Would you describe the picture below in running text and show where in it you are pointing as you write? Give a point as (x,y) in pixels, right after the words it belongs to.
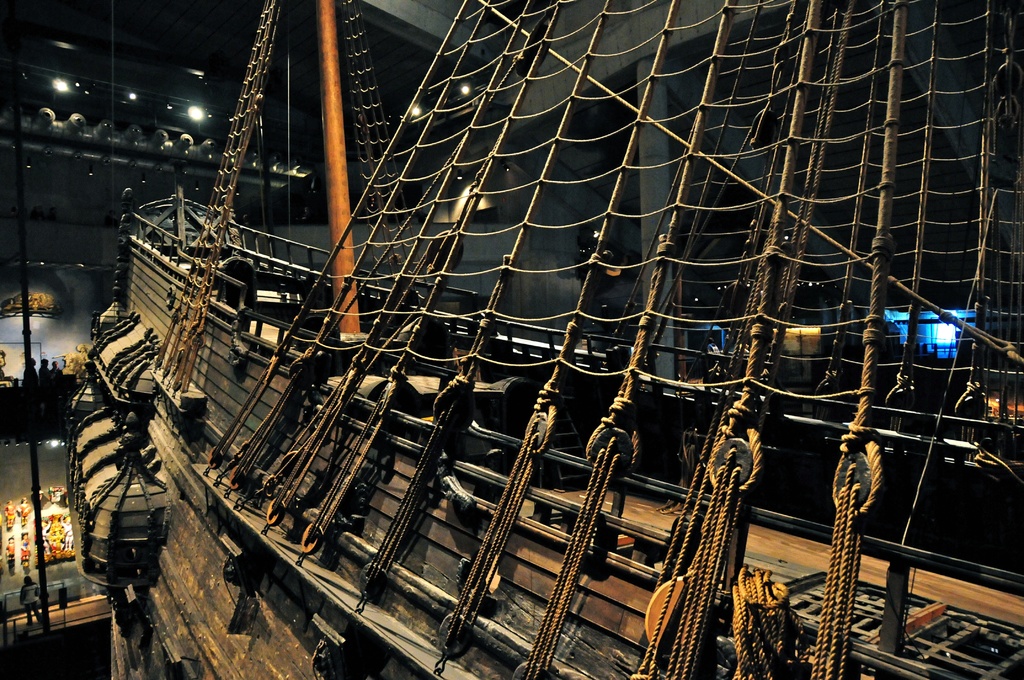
In the picture we can see a part of the ship (578,666) with a net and pole (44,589) on it and beside the ship (419,677) we can see a part of the path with a person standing on it and behind the path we can see a part of the building (45,506) with a light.
